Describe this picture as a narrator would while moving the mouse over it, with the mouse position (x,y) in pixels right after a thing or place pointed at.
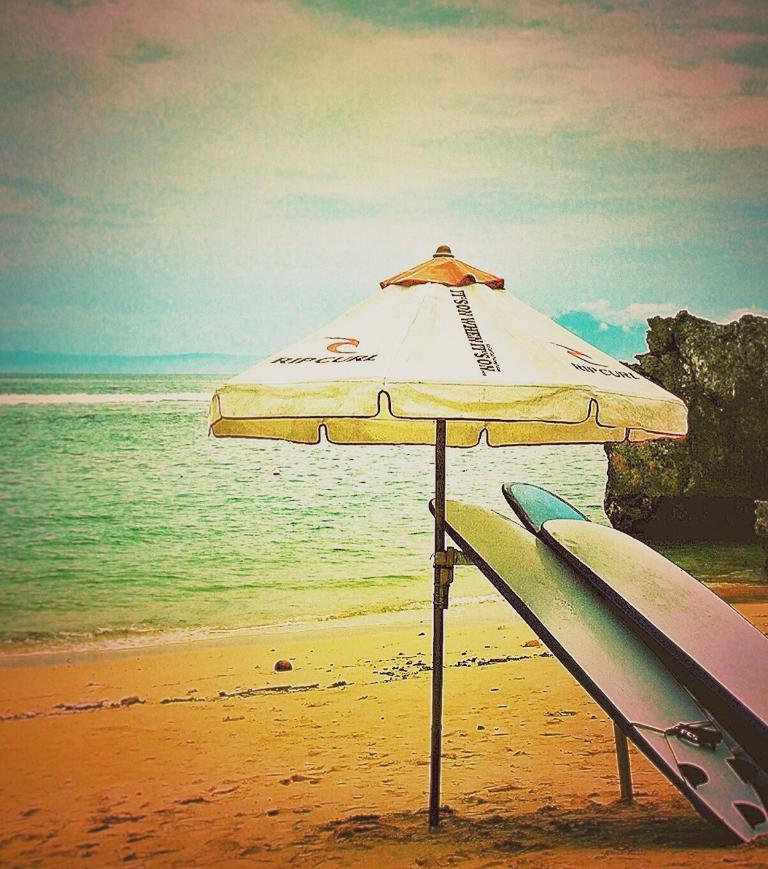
In this image I can see the umbrella (551,345), few surfboards (642,550), sand (173,769), water (246,588), rock (757,409) and the sky (234,66).
